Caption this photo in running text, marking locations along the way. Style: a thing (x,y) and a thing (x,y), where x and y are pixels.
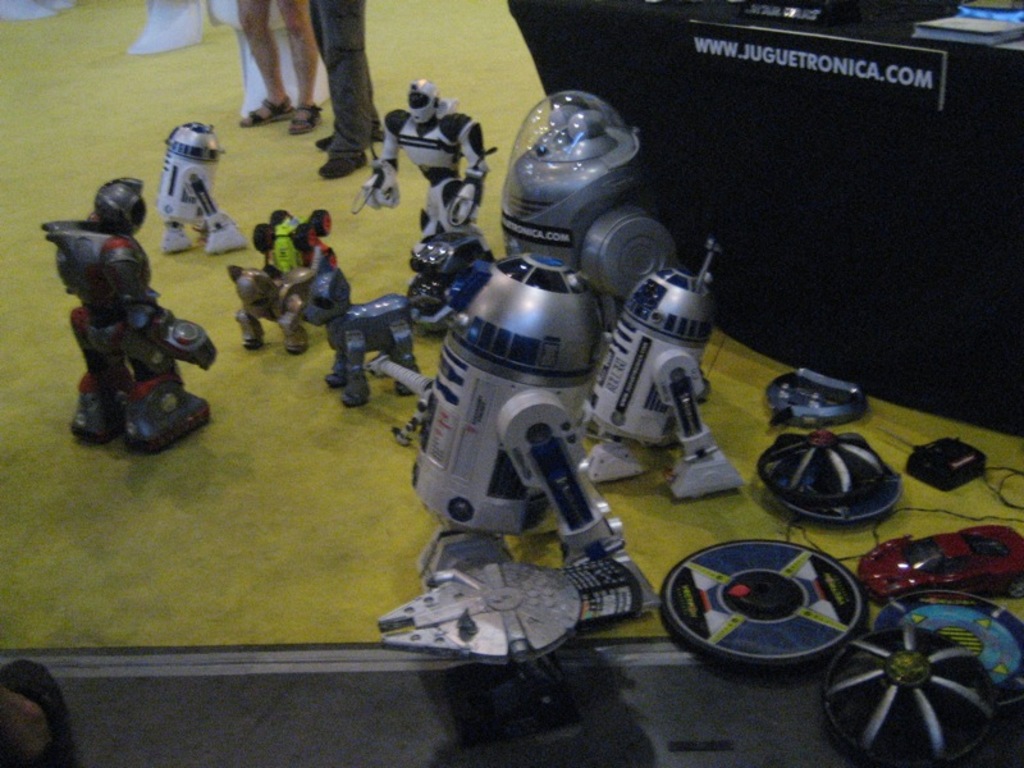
In the image we can see some toys (178,160). Behind the toys (636,204) we can see a table (908,15), on the table (958,55) we can see some books (1017,33). At the top of the image (343,94) we can see some legs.
